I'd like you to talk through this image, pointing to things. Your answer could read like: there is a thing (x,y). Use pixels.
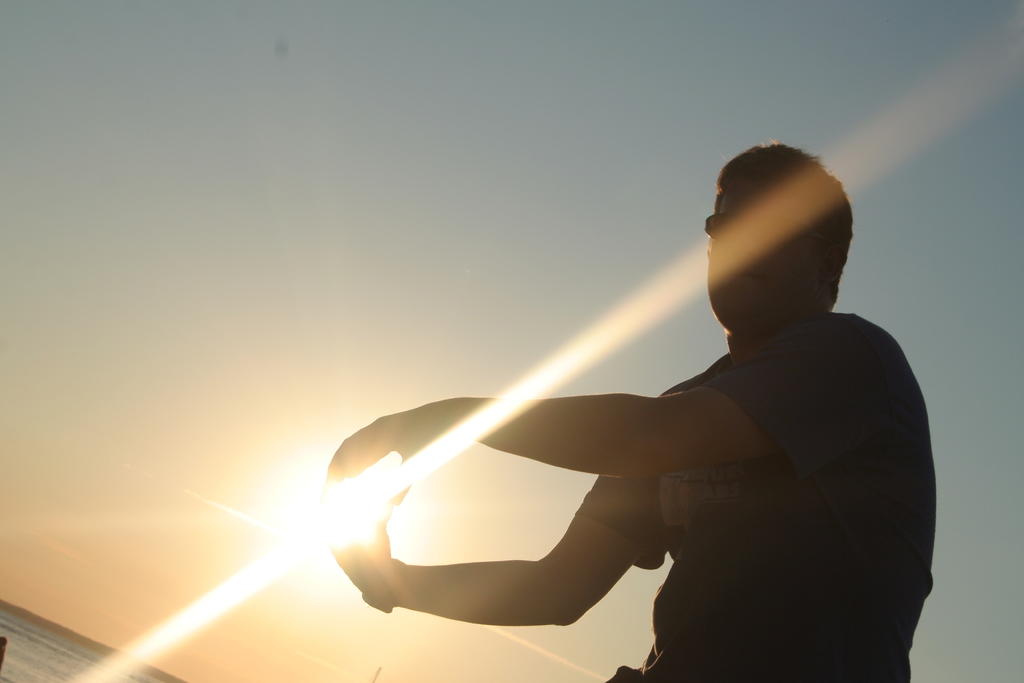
In this image we can see a person (698,500) standing and also we can see the water (66,648), in the background (212,520), we can see the sunlight (317,490) and the sky (302,317).
